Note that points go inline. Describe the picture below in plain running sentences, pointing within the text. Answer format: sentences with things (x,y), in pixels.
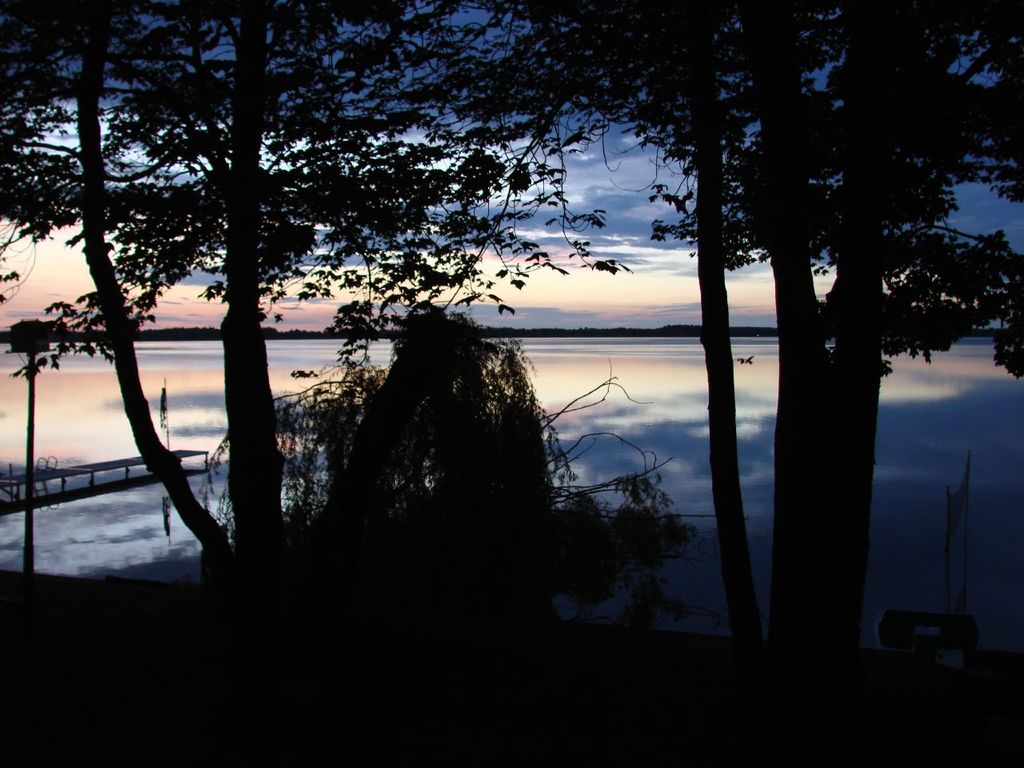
In this image we can see trees (392,389), plants (639,576), objects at the bottom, water (145,502), platform (126,464) on the left side (146,465) and pole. In the background (388,346) we can see water (79,422), objects (291,330) and clouds (268,313) in the sky (505,319).
